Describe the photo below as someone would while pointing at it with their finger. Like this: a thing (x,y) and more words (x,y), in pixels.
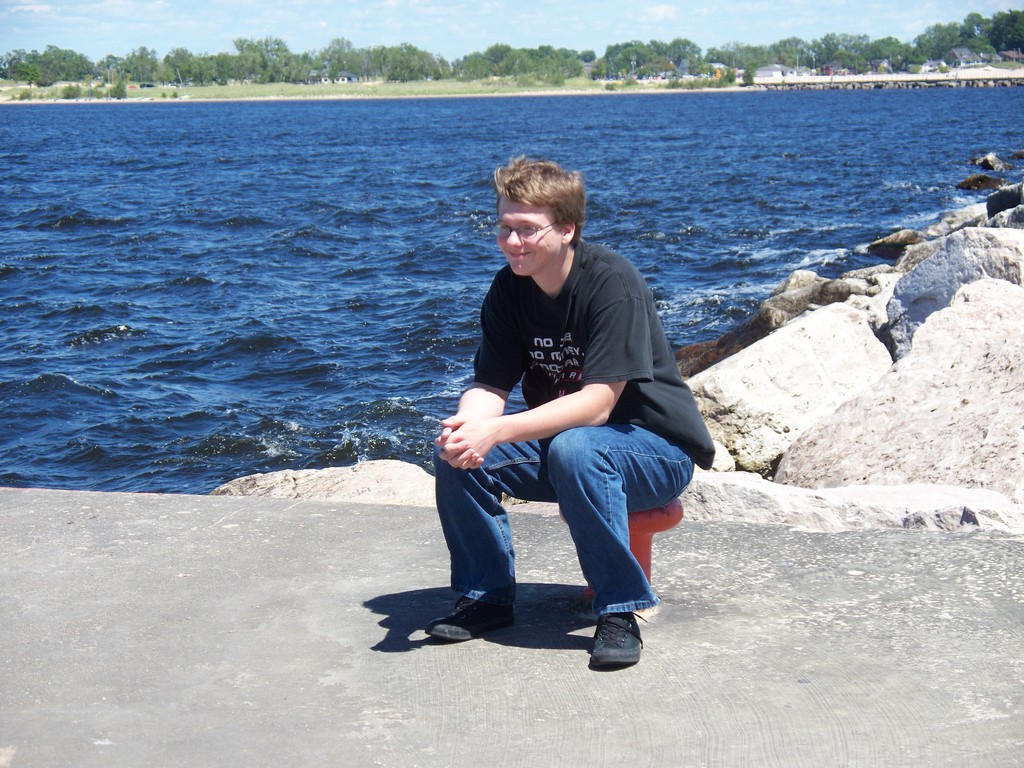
This picture is clicked outside city. In the center (502,296) there is a person (523,307) wearing black color t-shirt (609,308) and sitting on the red bollard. On the right corner (1003,273) we can see the rocks (826,364). In the center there is a water body (376,179). In the background (683,9) we can see the sky (206,24), trees (400,51) and green grass (538,88) and some other objects (815,88).
